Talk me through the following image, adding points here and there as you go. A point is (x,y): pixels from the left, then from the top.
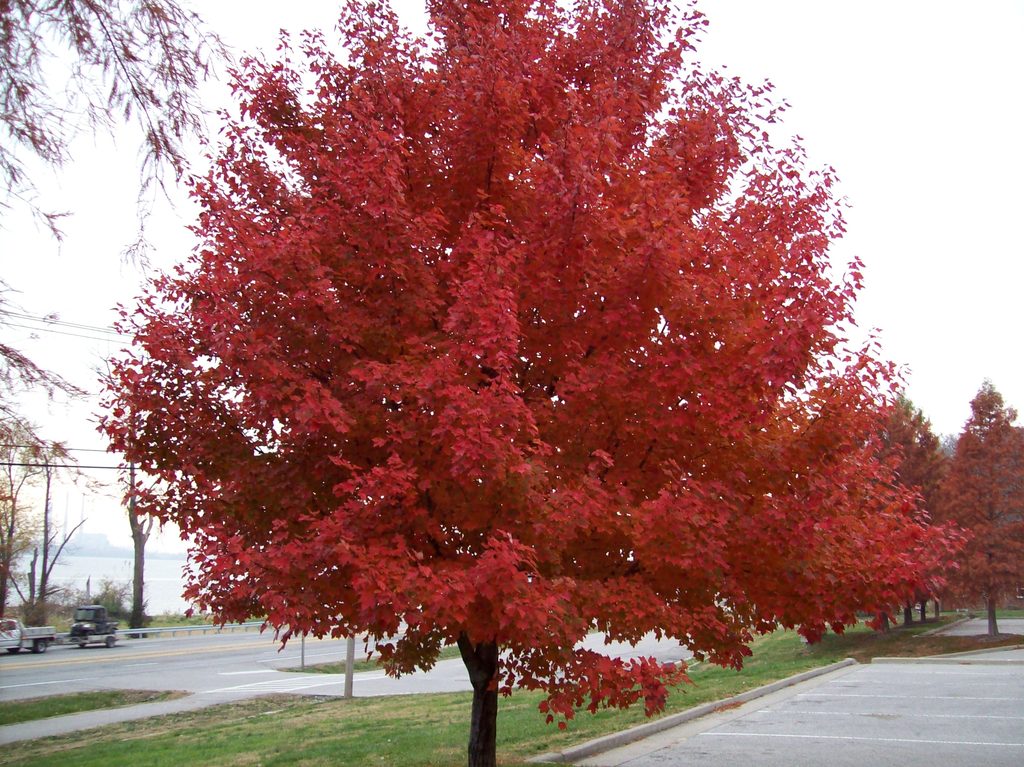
In this picture i can see trees (629,541), Few are red in color and vehicles (87,640) moving on the road (653,653) and a cloudy sky (786,111).
